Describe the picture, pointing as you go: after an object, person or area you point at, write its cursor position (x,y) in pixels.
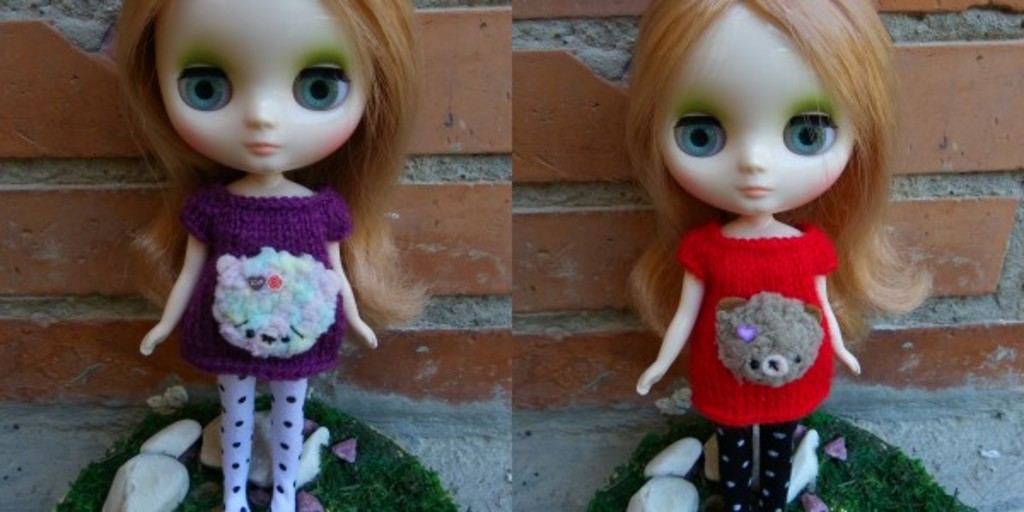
In this image I can see the wall (419,186) and I can see there are two dolls (699,266) standing in front of the wall (175,378).
